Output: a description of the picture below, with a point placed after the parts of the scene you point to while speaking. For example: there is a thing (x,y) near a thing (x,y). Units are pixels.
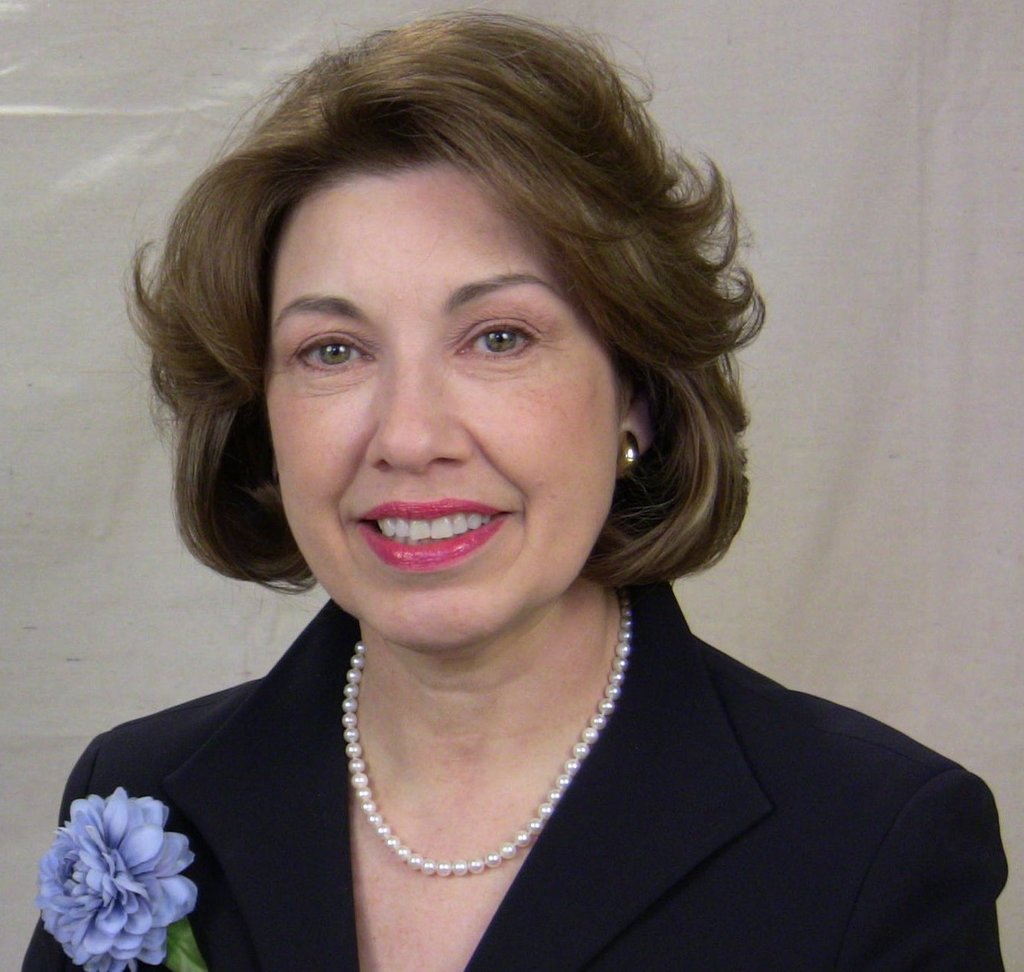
As we can see in the image there is a woman (531,513) wearing black color dress (663,870) and there is a flower (140,863).
